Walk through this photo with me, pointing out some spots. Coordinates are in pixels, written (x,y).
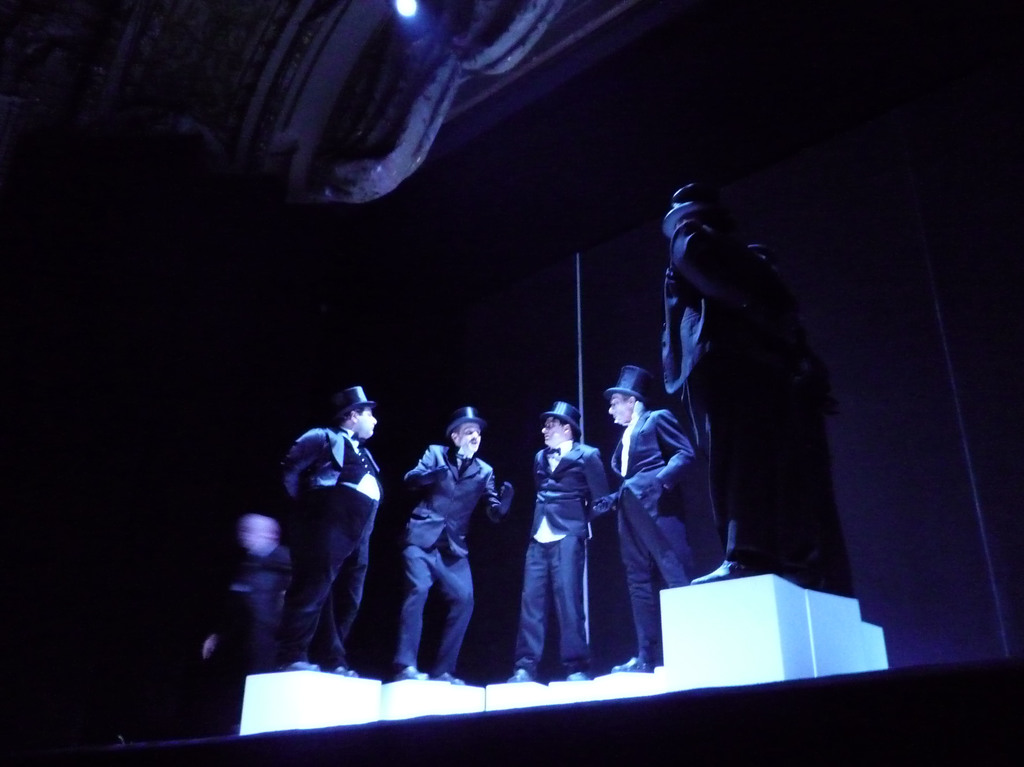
In this picture we can see four persons (643,541) standing, they wore suits (447,496), gloves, shoes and caps (634,386), on the right side (746,479) there is a statue (749,414), we can see a light (408,6) at the top of the picture (420,10).
